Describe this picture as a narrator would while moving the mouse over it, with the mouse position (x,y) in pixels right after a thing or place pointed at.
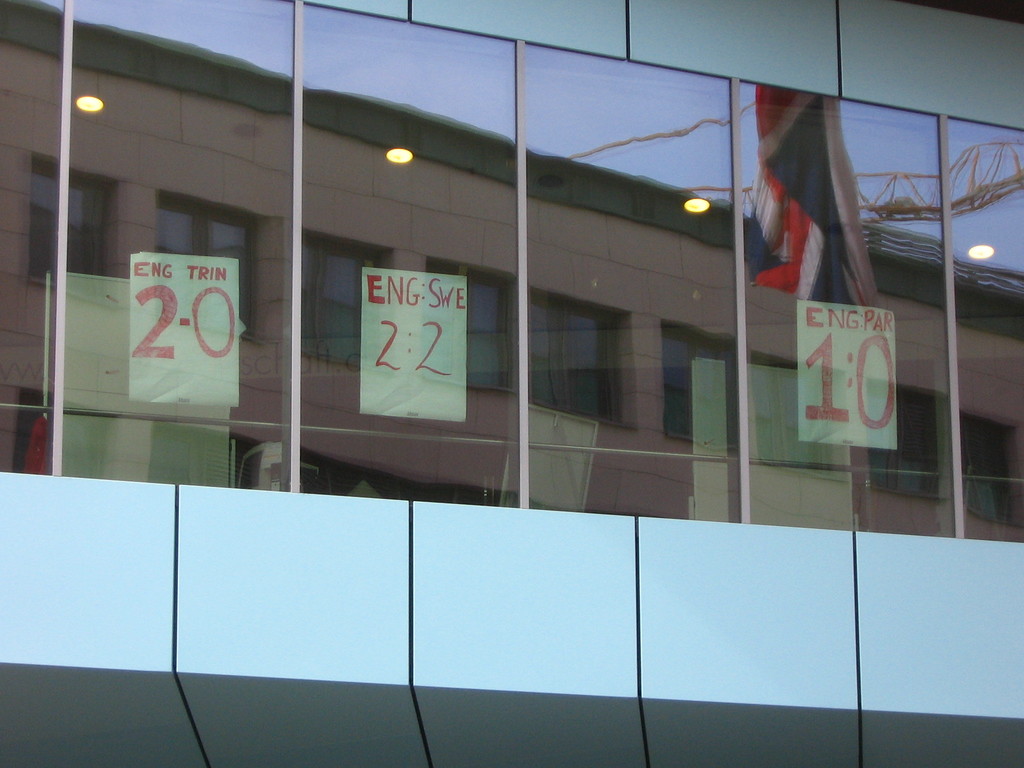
In this image we can see one glass building (419,99), three posters (372,353) with text (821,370) and numbers (887,381). In this building glass (371,204) we can see one building (104,170), some lights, one flag (812,153), some rods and some objects (87,449).
